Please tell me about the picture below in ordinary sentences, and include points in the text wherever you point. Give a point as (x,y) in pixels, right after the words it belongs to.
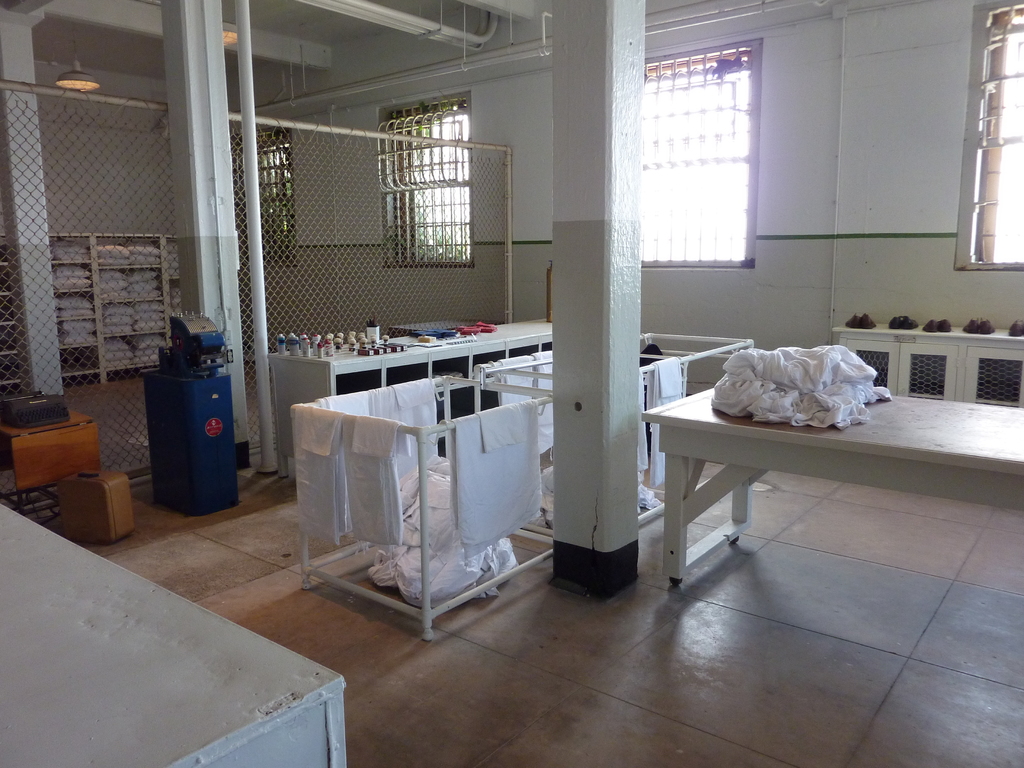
In the image we can see some table (19,757), on the tables (19,757) there are some clothes (835,408) and shoes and bottles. In the middle of the image (577,331) there are some pillars (555,330) and poles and fencing (239,122). Behind the fencing (69,126) there is wall (1000,299), on the wall (1017,290) there are some windows (995,205). At the top of the image (135,60) there is ceiling (76,50).
